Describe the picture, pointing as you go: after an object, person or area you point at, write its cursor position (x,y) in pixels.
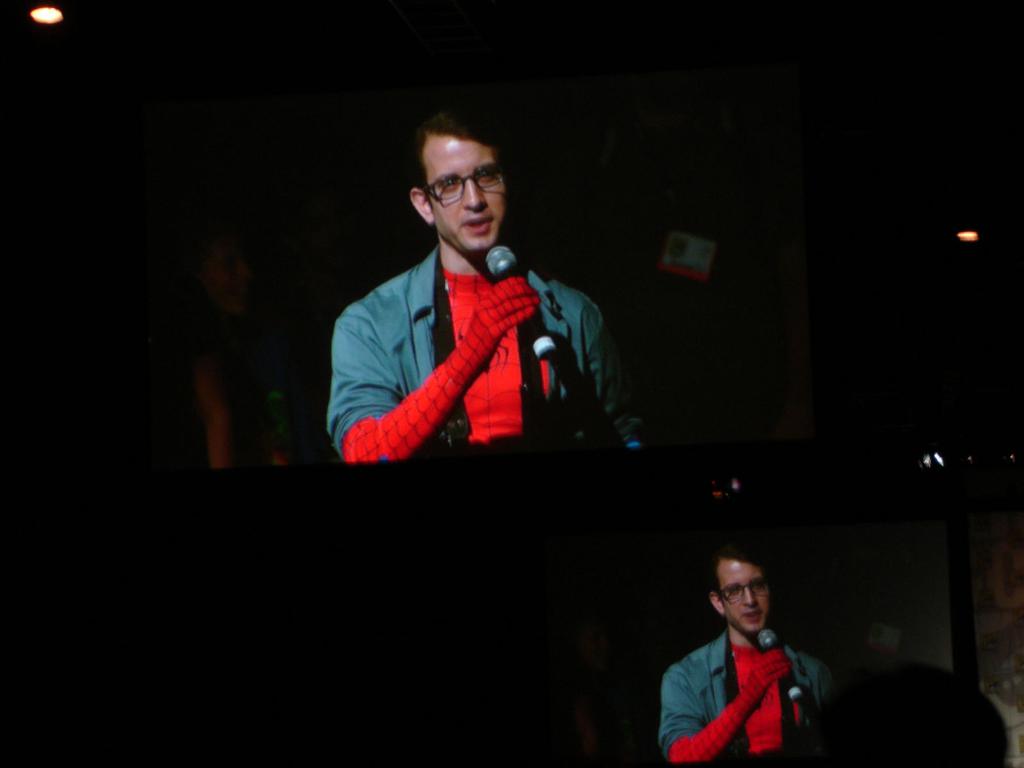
In this image we can see two screens (478,441) and in the background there are lights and the image is dark. On the screens (483,229) we can see a person (541,400) is holding a mic (500,260) in his hand (529,301).
